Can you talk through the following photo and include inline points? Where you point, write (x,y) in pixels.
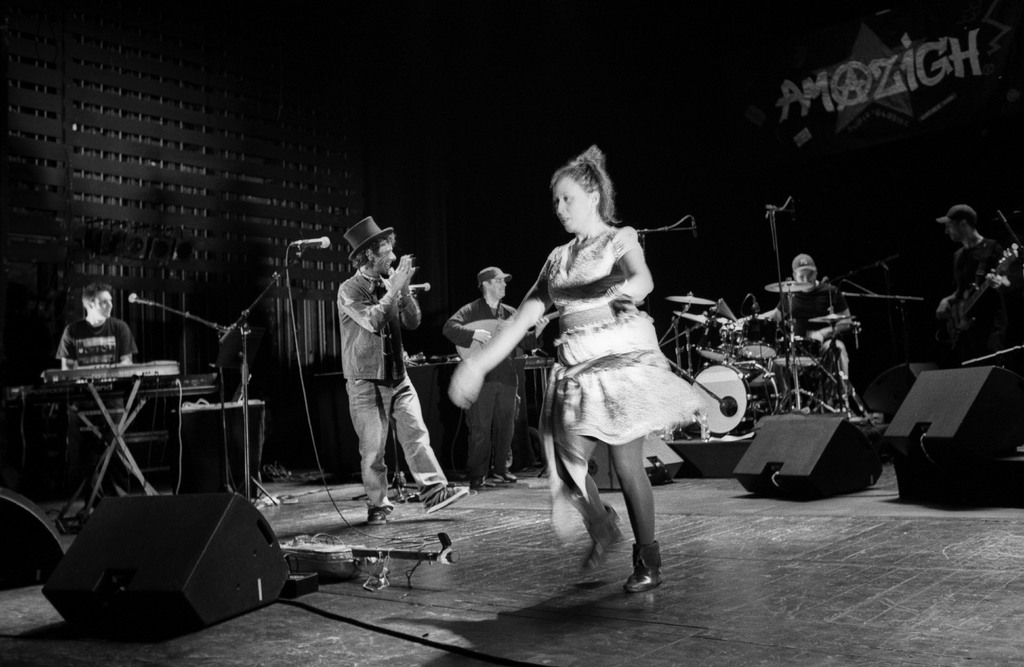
These three persons (485,276) are standing and these two persons (82,333) are sitting, these four person (92,342) are playing musical instruments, this person (550,300) dancing. We can see electrical objects (258,519) and musical instrument (379,556) on the floor (591,571). On the background (387,107) we can see wall (198,120), banner (938,61).
